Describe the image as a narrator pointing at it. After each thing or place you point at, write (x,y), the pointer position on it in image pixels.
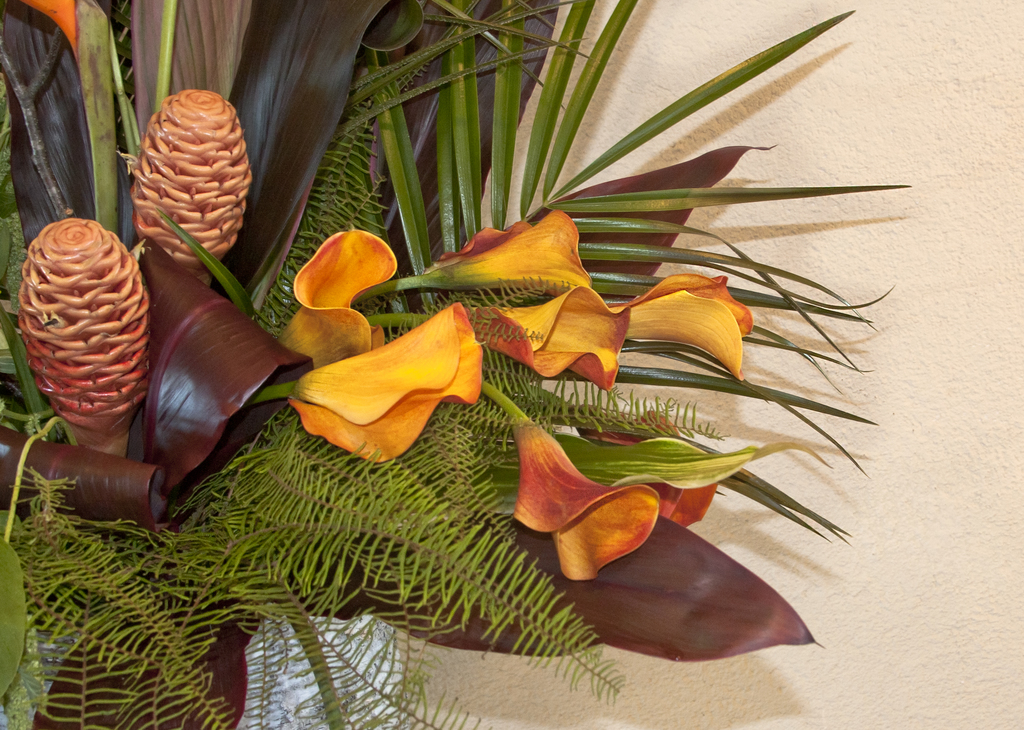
In this picture I can see the bouquet (140,377). In that bouquet (263,377) I can see some flowers (493,390), plants (421,506) and leaves (364,556). This bouquet (206,356) is kept near to the wall (864,565).
